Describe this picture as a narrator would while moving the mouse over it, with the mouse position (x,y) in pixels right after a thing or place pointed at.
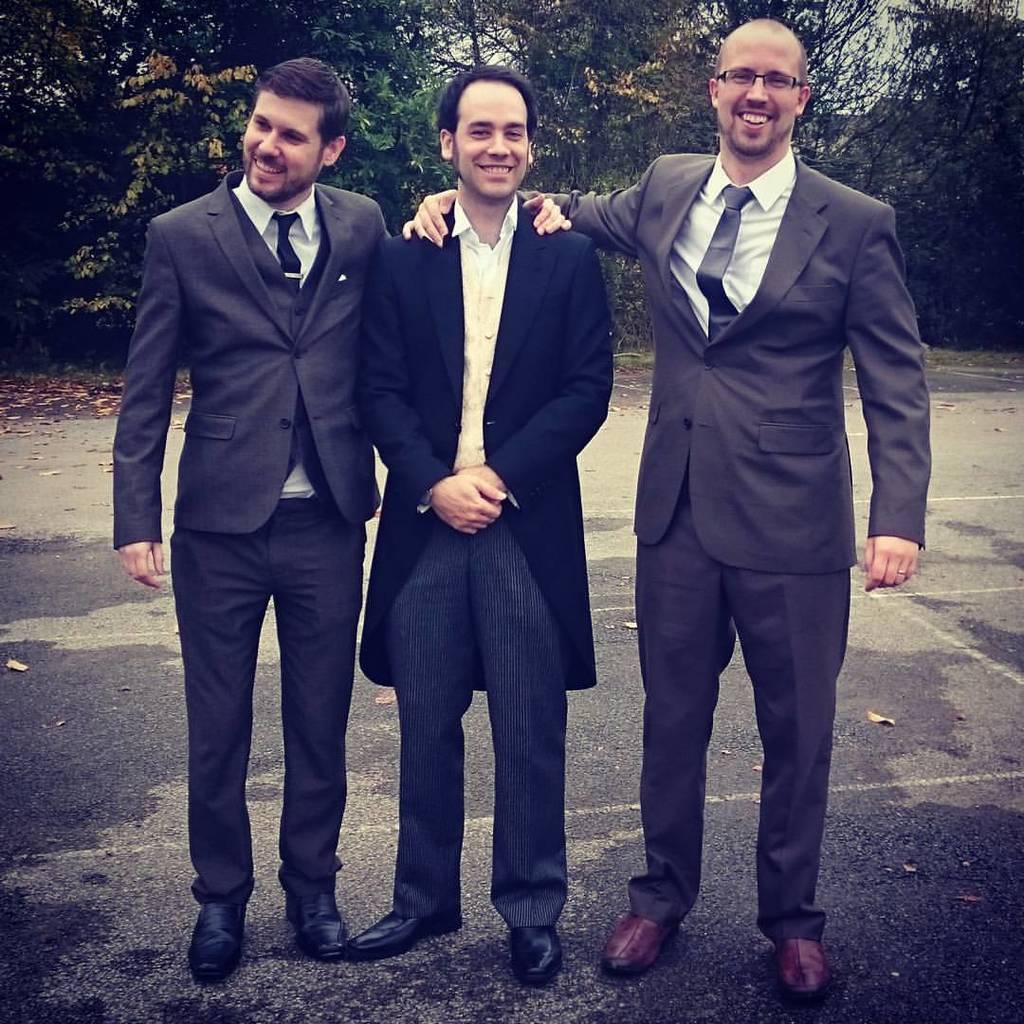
This image is taken outdoors. In the background (189,181) there are a few trees (556,87) and plants (943,282). At the bottom of the image (113,933) there is a road (903,756). In the middle of the image (430,441) three men (430,441) are standing on the road (348,843) and they are with smiling faces (468,157). They have worn suits (550,376), shirts (748,272) and ties (720,263).
